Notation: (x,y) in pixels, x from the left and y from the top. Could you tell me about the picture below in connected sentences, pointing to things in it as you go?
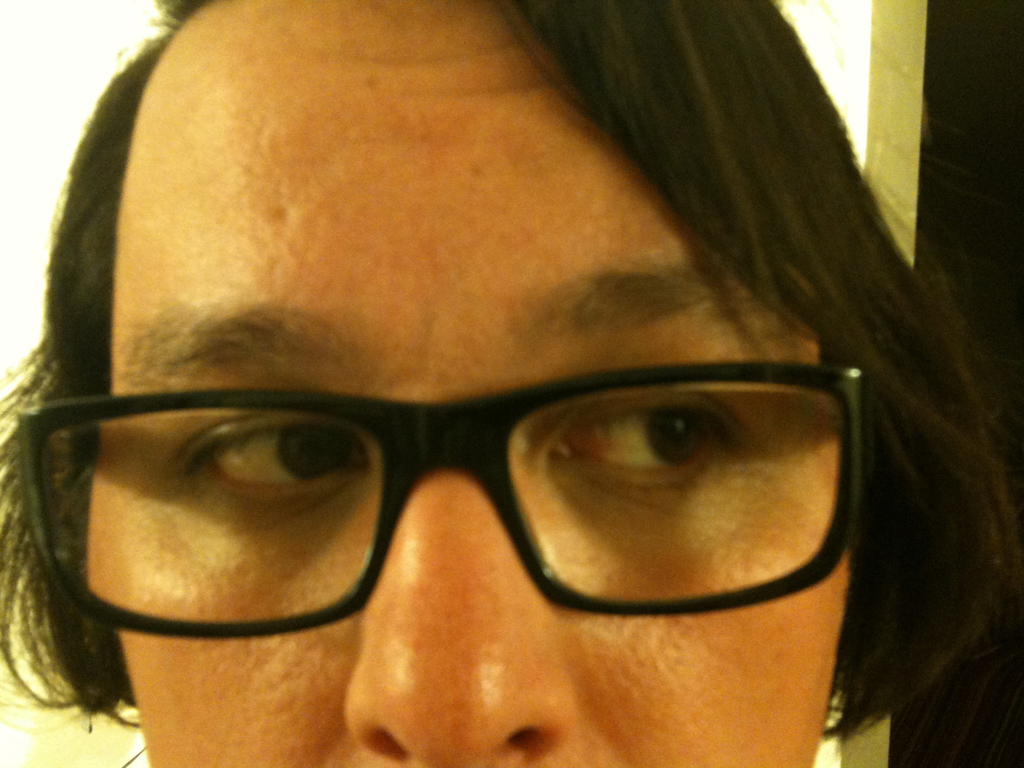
This image consists of a person (250,641) wearing a black color specs (605,462). In the background (878,140), it looks like a door (895,107).
